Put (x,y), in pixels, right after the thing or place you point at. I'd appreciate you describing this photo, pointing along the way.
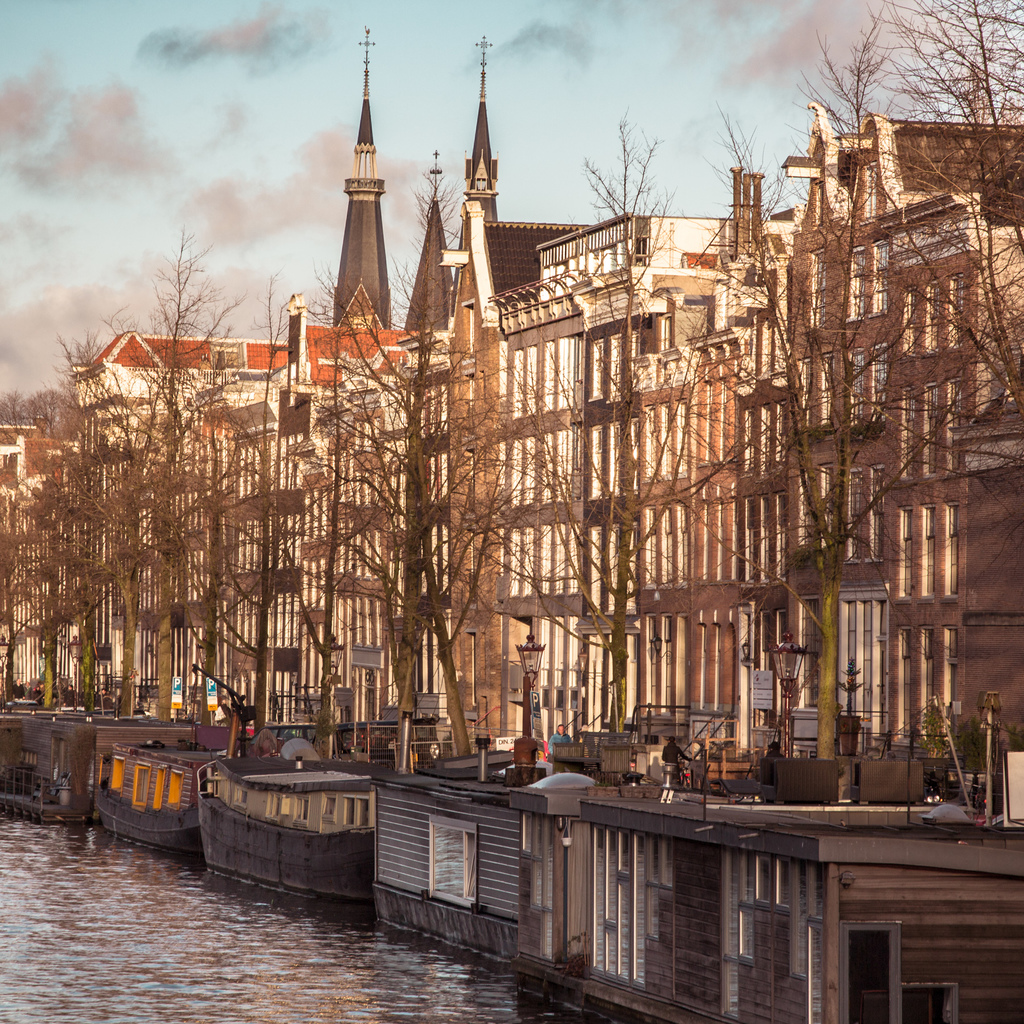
In this picture we can see the sky (737,105). On the right side of the picture (848,577) we can see the buildings (539,565), at the top (483,55) we can see the holy cross symbols (440,171). In this picture we can see the trees (48,570), plants (959,729), board (533,718), people (668,760), boats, lights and the water (404,978).
